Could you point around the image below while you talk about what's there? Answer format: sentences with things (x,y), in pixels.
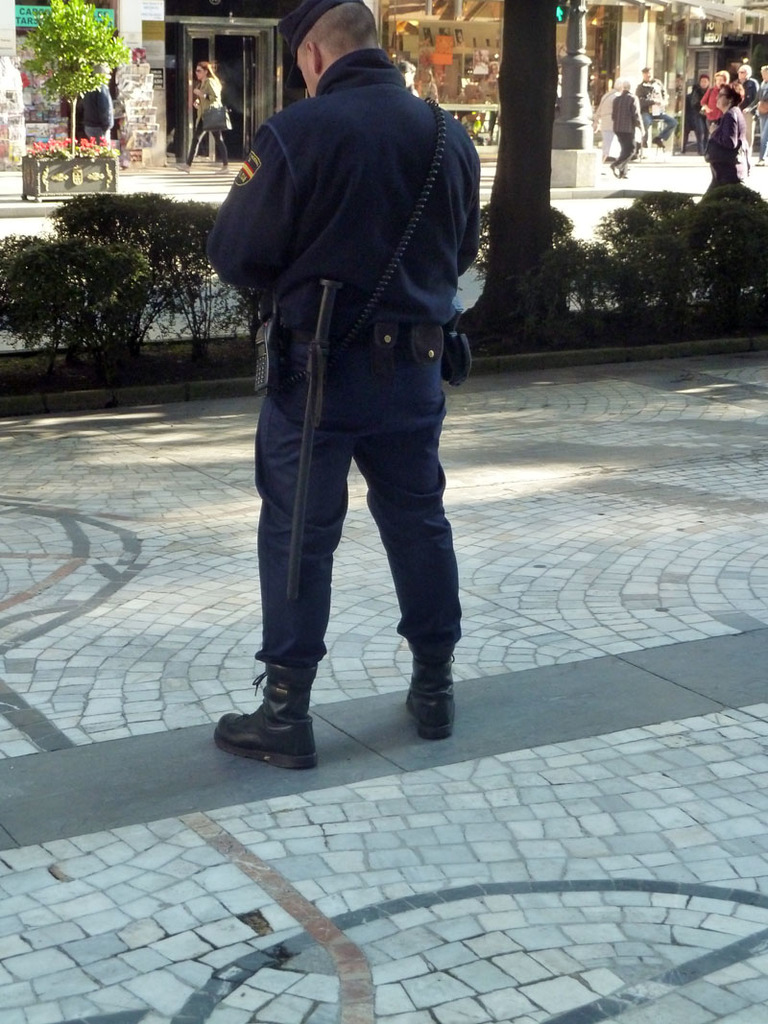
In this image we can see a man (412,135) standing on the ground (329,717). We can also see some plants (516,349), the bark (539,104) of a tree (547,98), a signboard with some text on it, a pillar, a group of people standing and some buildings (446,101).
